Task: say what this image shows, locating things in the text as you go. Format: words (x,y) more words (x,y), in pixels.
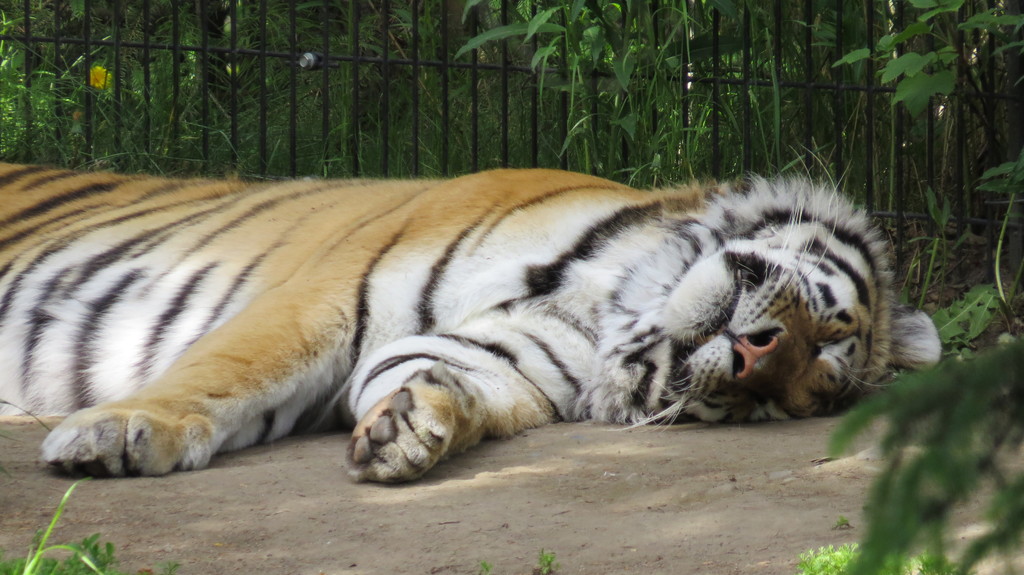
This image consists of a tiger (666,374) sleeping on the ground (373,538). At the bottom (626,528), there is ground (649,523). In the background (441,5), there are plants (211,77) and we can see a metal grill (931,147).
